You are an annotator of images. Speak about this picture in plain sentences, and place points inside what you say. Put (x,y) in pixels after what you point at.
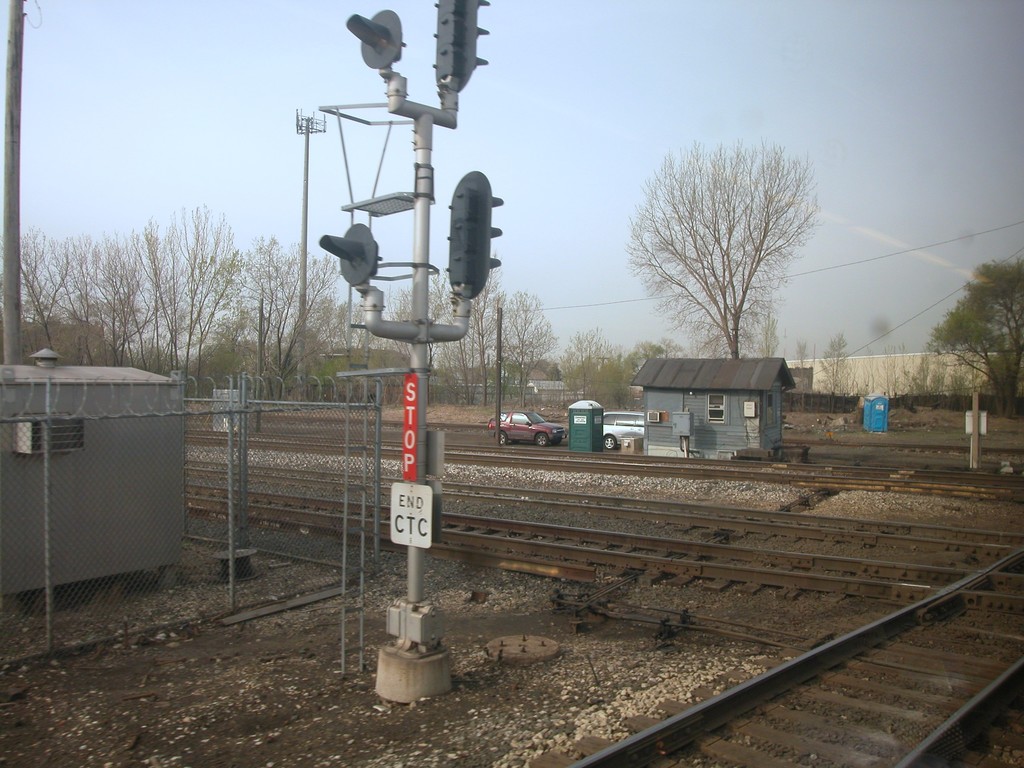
In this picture we can see vehicles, houses (666,443), some fencing (341,474), railway tracks (281,484), trees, wires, poles (456,113), other objects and the sky (779,307).
